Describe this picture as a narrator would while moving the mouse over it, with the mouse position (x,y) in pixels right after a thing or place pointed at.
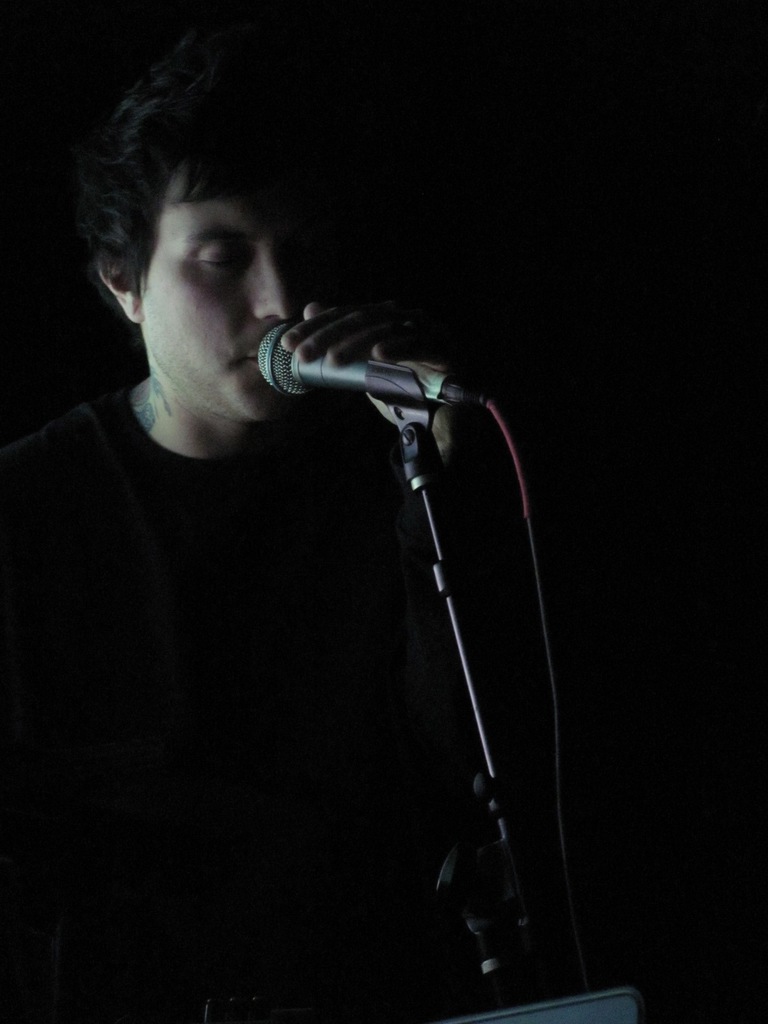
In the center of the image (271,586) we can see one person (271,586) is holding a microphone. And we can see the dark background (563,977).
